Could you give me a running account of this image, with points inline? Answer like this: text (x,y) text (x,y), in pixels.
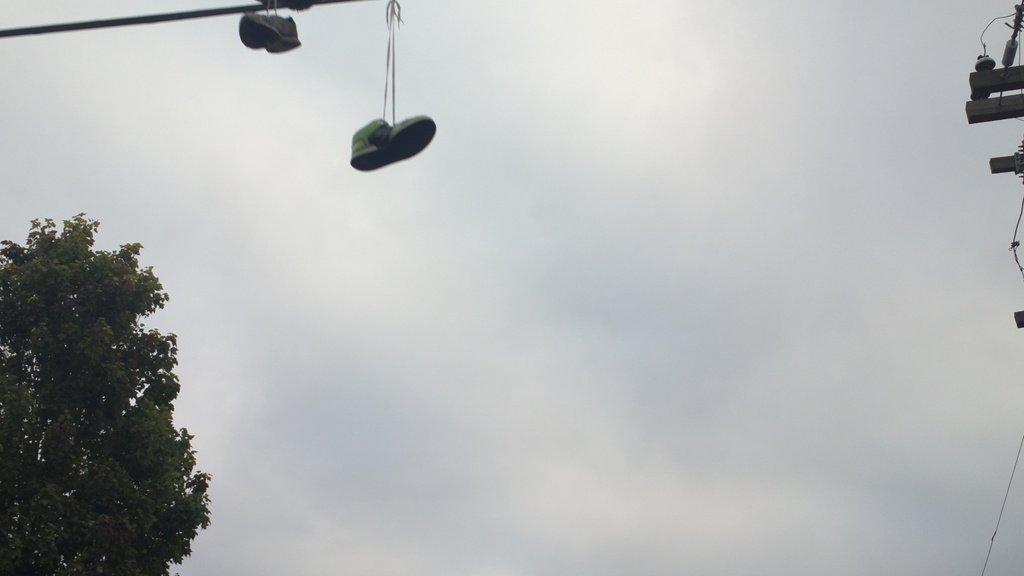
In this image there is the sky (303,258), on the left side (52,339) there is a tree (62,456), in the top right (993,99) there is a pole (1006,108), at the top (5,33) there is a wire (134,21), for that wire (24,32) there are shoes (291,45).
